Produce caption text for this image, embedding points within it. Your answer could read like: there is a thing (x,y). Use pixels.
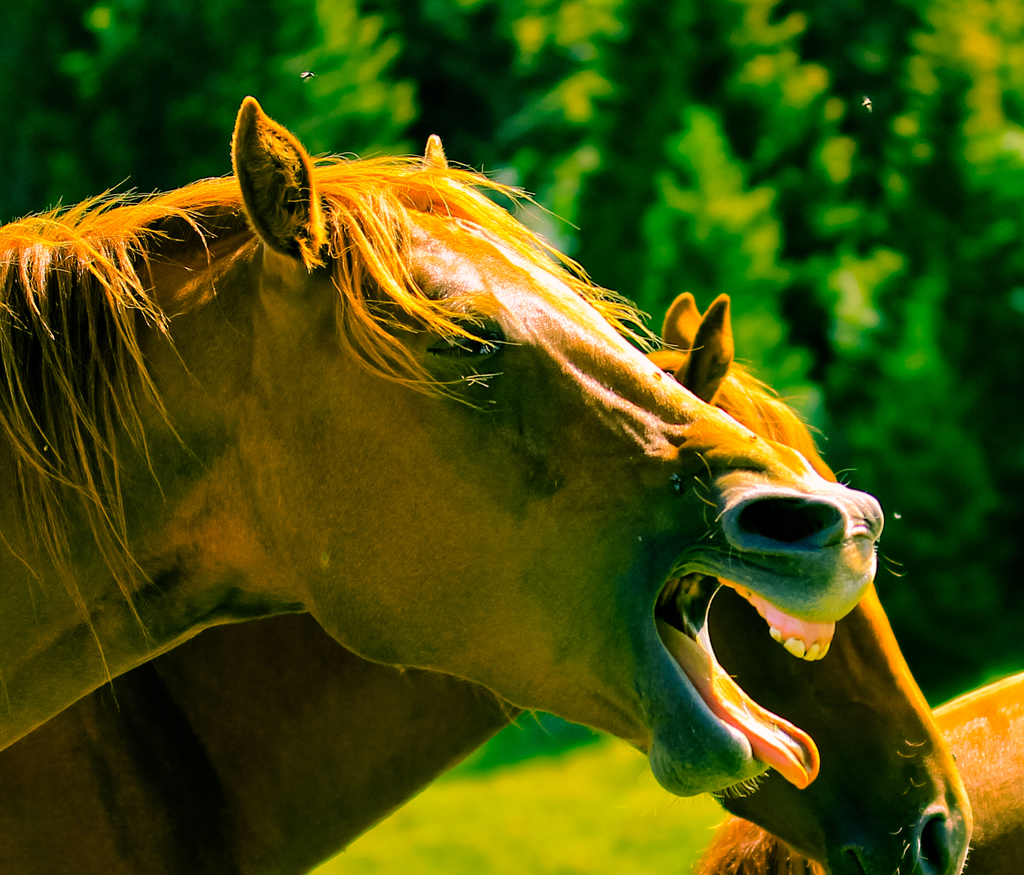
As we can see in the image there are horses (552,503), grass (470,833) and trees (358,77).
